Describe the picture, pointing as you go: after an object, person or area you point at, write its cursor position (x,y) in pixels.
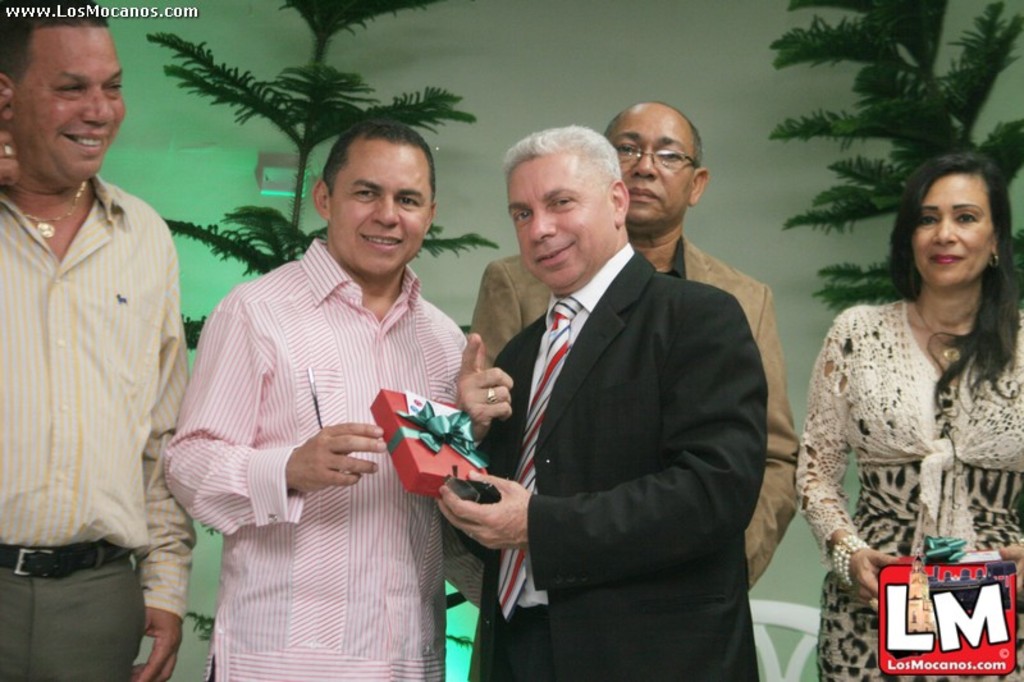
In this image I can see group of people (654,239) standing, the person (639,376) standing in front (631,365) wearing black blazer (596,318), white shirt (591,306) and holding some object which is in red color. Background (919,125) I can see plants (904,125) in green color and wall (511,92) in white color.
